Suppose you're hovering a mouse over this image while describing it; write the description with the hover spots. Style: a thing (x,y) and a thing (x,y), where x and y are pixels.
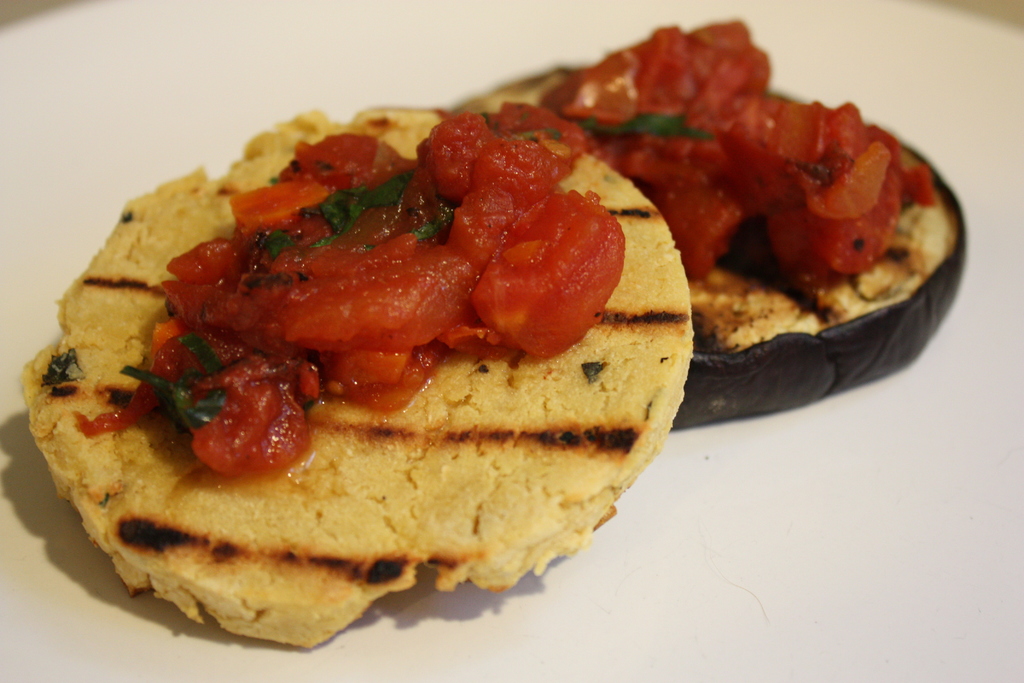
In this image we can see some food item (451,399) which is like biscuit (621,410) which is on the white color surface (87,682).
